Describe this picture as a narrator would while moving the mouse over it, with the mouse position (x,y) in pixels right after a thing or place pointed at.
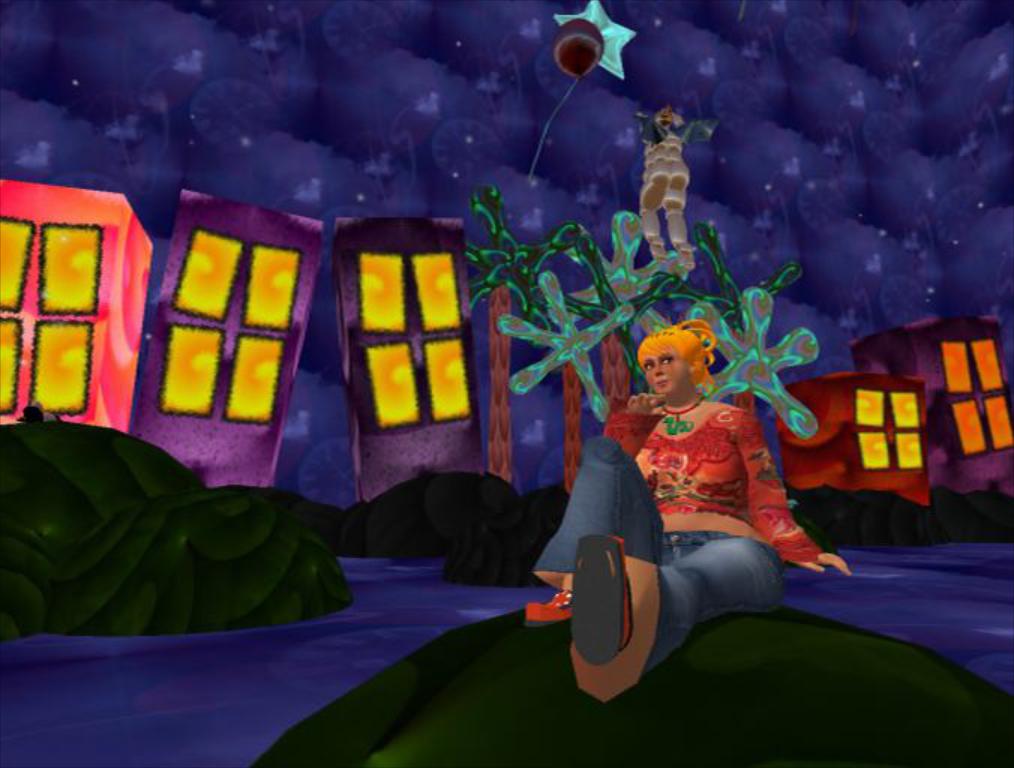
In this image, we can see depiction (681,394) of a person (634,506). There are buildings (430,334) and rocks (494,508) in the middle of the image (440,356). There is a river (399,622) at the bottom of the image (440,608).
